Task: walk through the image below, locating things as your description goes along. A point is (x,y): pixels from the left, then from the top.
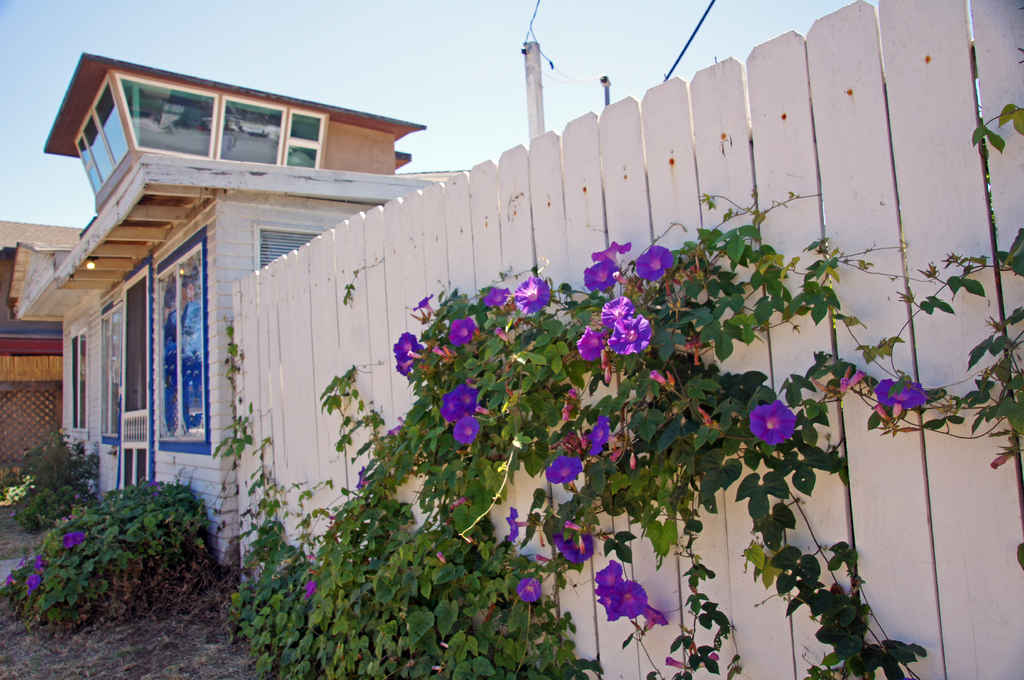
This image is taken outdoors. At the top of the image (329,60) there is a sky (328,56). At the bottom of the image (135,656) there is a ground (181,658). On the right side of the image (915,227) there is a wooden fence (619,224). There is a creeper (781,479) with green leaves (522,630) and purple colored flowers (621,614) and there is a pole (533,78). On the left side of the image (64,279) there are two houses (84,294) and there are a few plants (77,502) on the ground (94,641).
